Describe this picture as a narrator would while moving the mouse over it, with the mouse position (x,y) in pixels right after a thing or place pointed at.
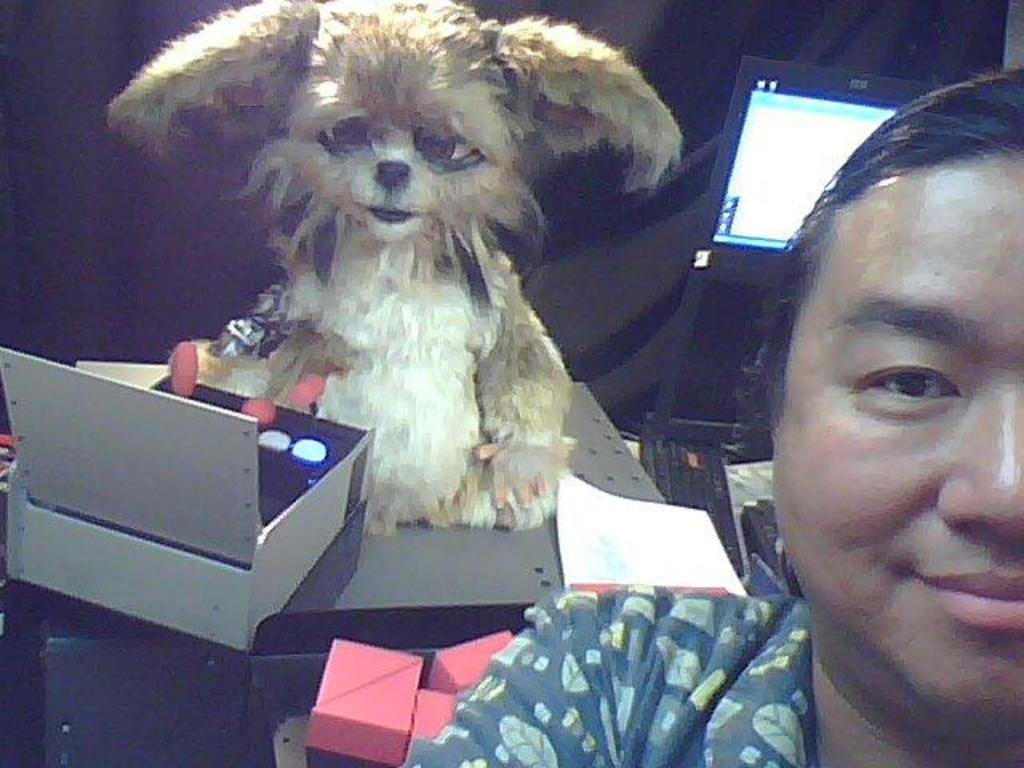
In the foreground of this image (939,536), there is a person (943,408) on the right (911,515). In the background (765,250), there is a screen (736,122), black curtain (704,125), keyboards (697,469), few pink color objects (450,677) and, a furry creature (388,410), electronic device (302,459) like an object (301,474) and a paper (602,567) on the table (420,563).
